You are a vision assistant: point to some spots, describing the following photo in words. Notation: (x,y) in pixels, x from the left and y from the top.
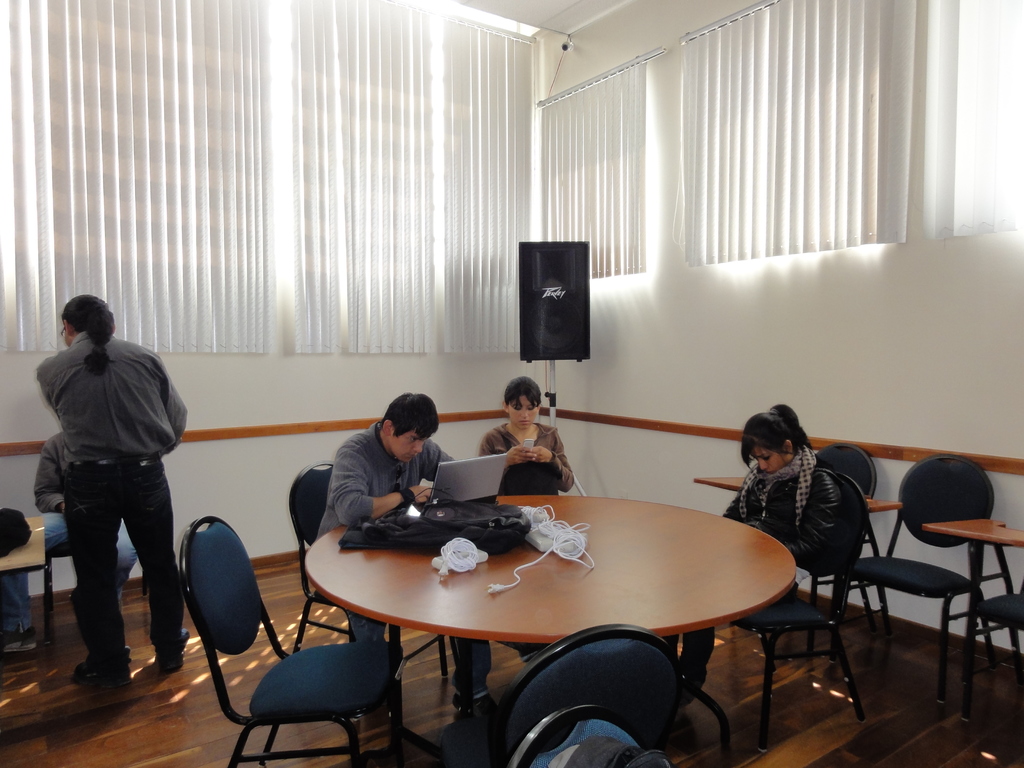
In the middle of the image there is a table (541,573), On the table (509,560) there is a bag (391,539) and laptop (480,487). In the middle of the image (551,260) there is a speaker (529,270) and wall (737,300) and there is a curtain (235,235). Bottom left side of the image (93,625) a man (87,342) is standing.
